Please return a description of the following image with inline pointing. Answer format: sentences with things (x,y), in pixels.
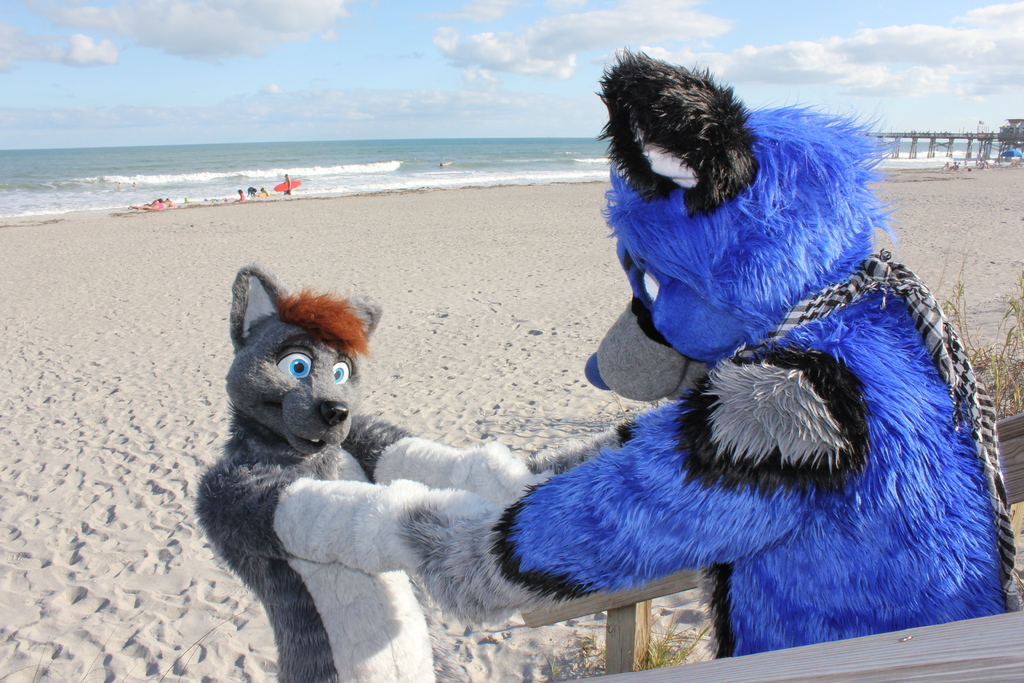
In this image we can see toys (754,333), sand (956,287), bridge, and people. In the background (477,135) we can see water (590,151) and sky (118,35) with clouds (1014,29).
